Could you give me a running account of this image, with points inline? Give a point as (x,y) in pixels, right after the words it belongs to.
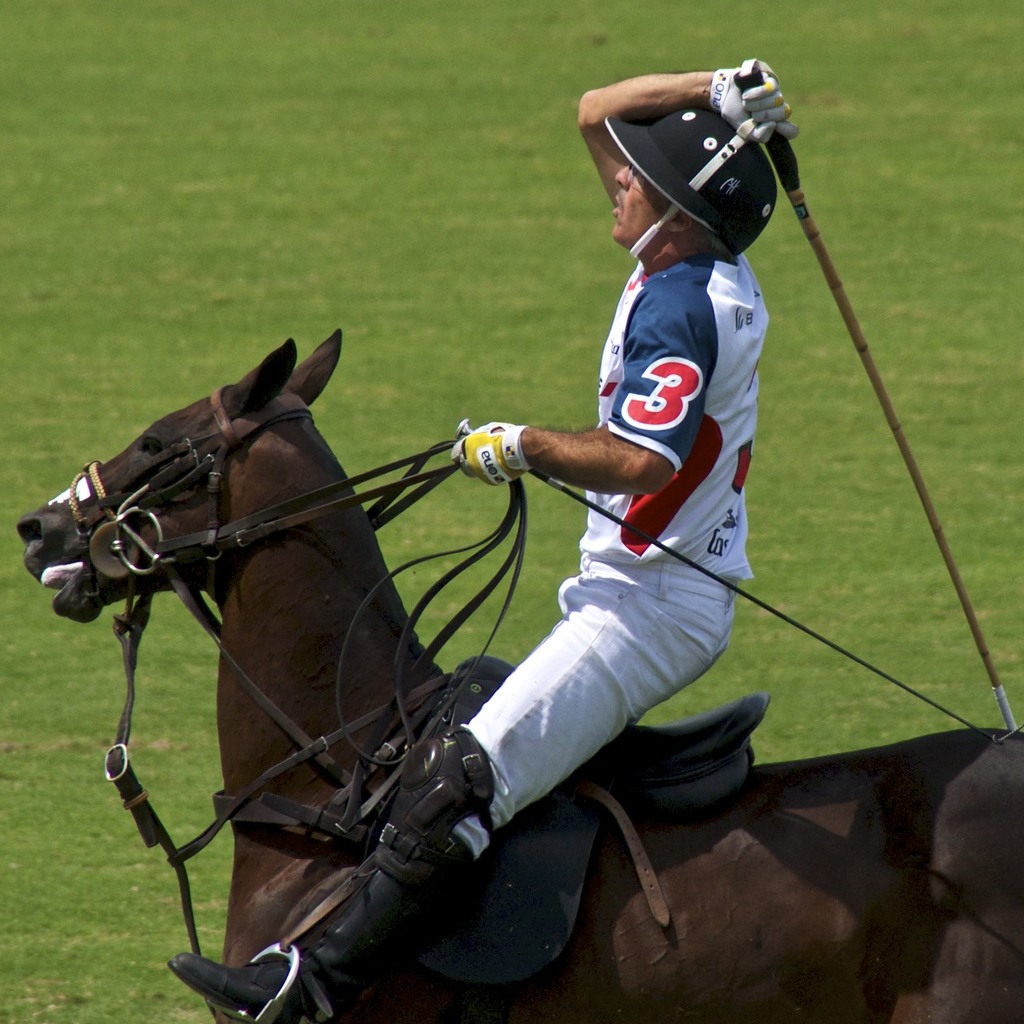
In this image we can see a person (540,702) sitting on a horse (303,642) holding a stick (820,263). On the backside (762,685) we can see some grass (356,237).
